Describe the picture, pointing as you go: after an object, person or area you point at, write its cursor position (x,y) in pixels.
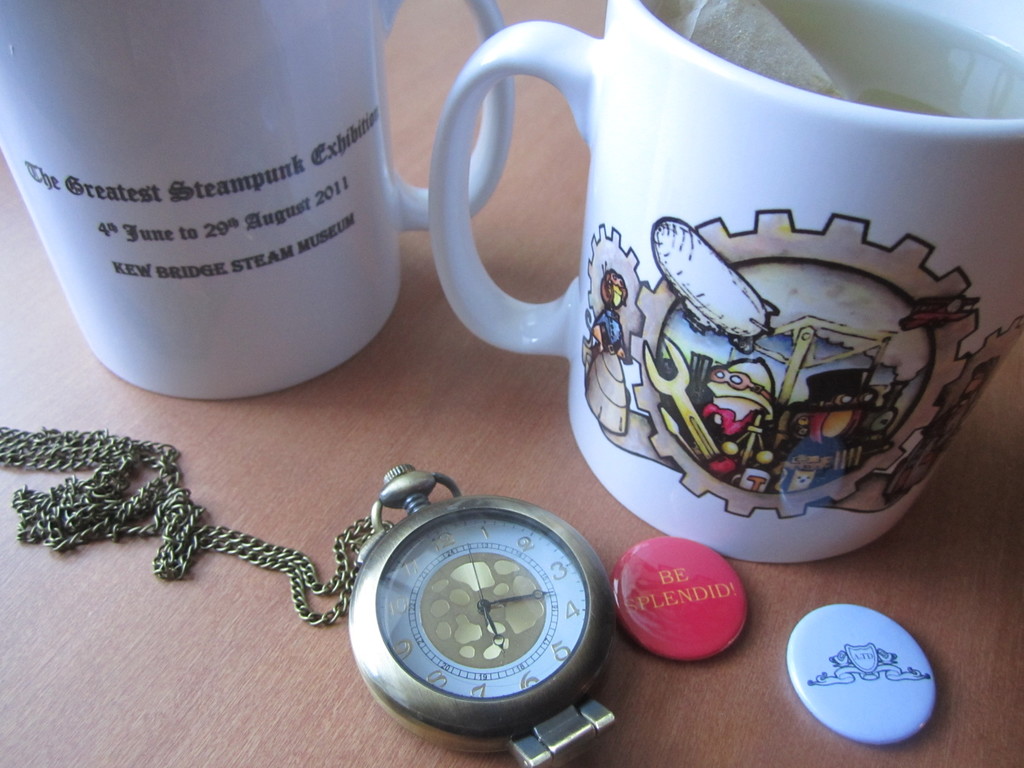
In this image we can see chain (82,528) to the pocket clock (574,633), badges (810,634) which are in red and white color and two cups (122,279) on one we can see some text (217,193) and an image (798,387) on it which are kept on the wooden surface (226,761).
